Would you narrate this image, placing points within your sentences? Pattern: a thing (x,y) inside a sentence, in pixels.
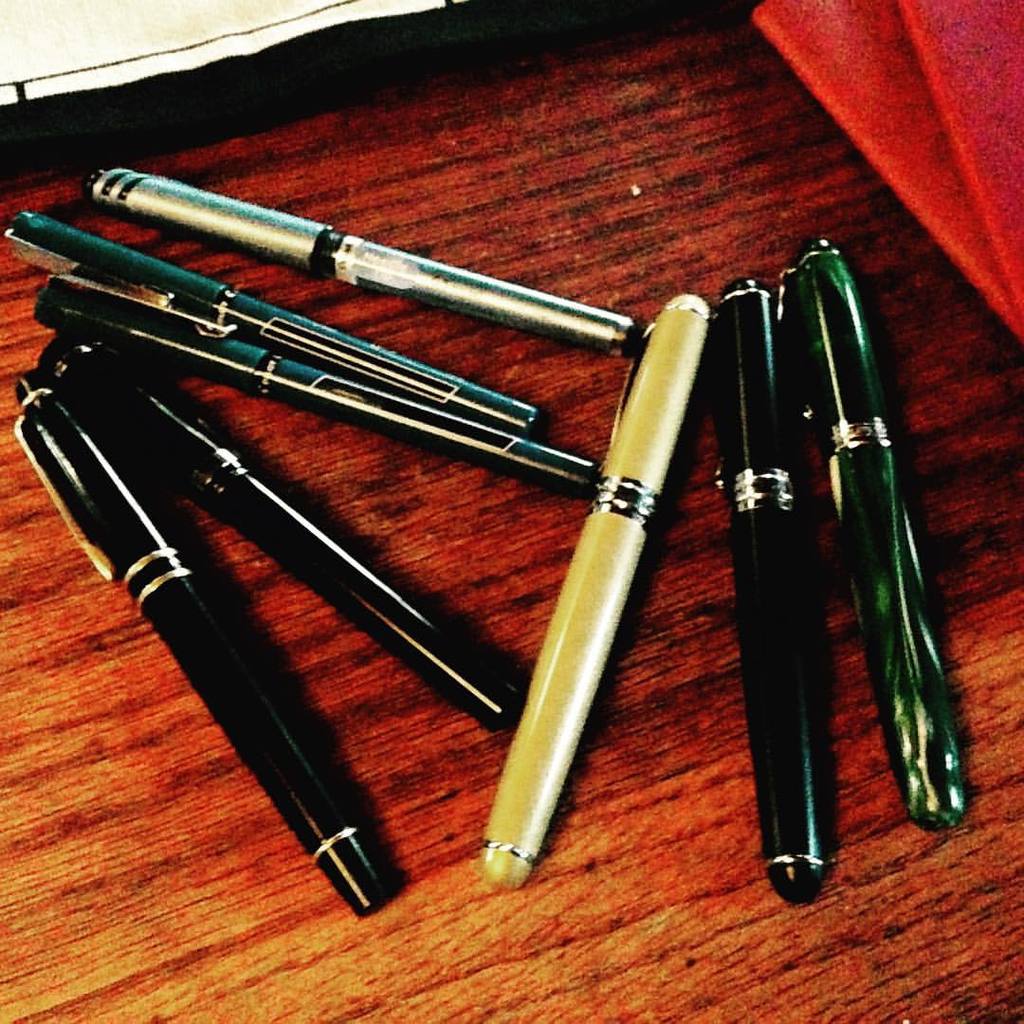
Here we can see pens (748,625) on a wooden platform (678,615).
